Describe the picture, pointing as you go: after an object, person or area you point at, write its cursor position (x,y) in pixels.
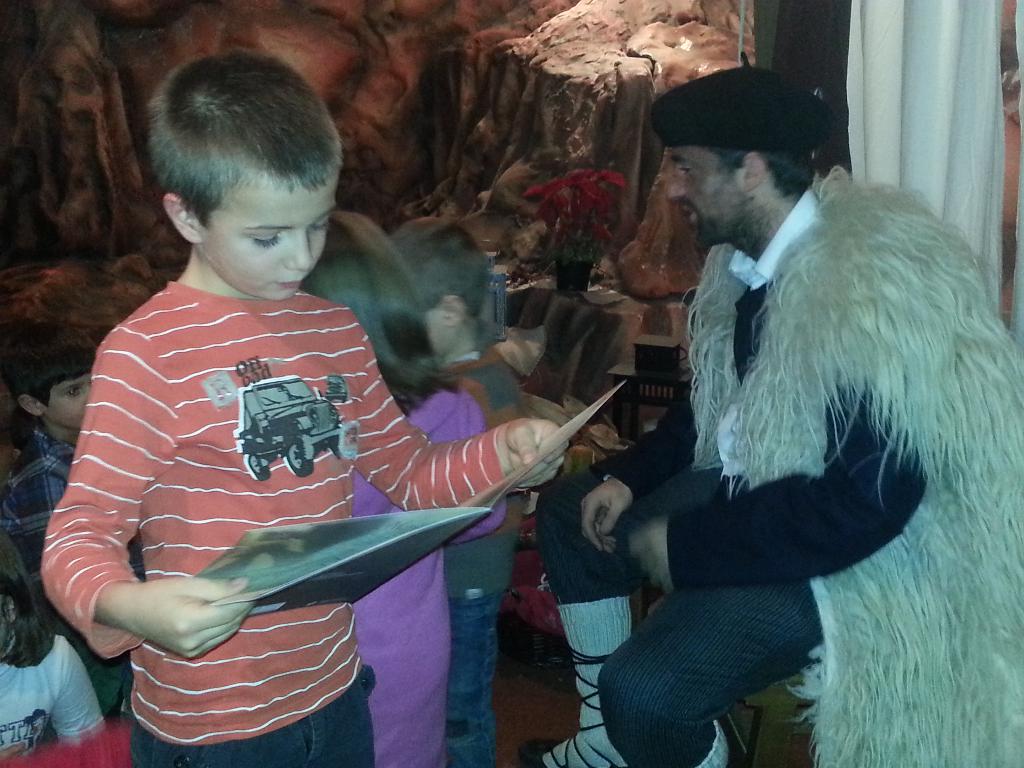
In this image I can see the group of people (419,407) with different color dresses (255,359). I can see one person (248,623) is holding the file (346,568). In the back (532,130) there is a curtain (896,162) and the rocks (356,122).
